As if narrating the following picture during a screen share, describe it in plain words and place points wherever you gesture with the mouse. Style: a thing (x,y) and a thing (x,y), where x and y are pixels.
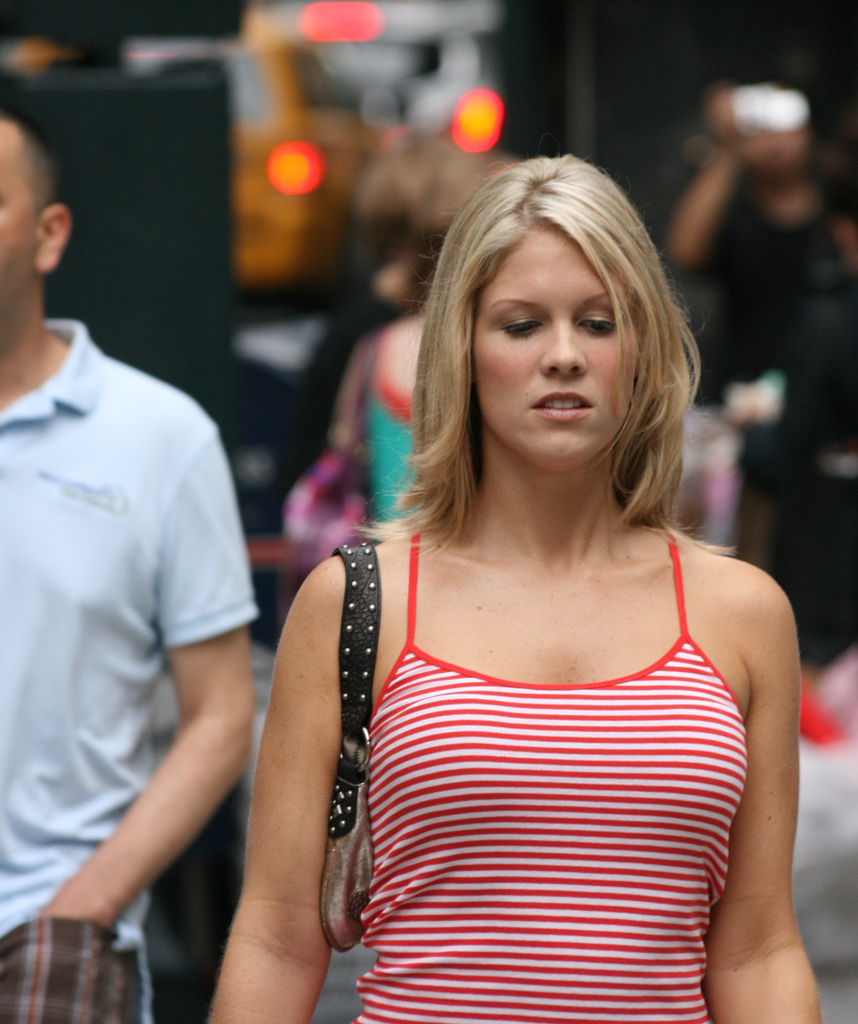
In this picture we can observe a woman (460,800) walking. She is wearing red color dress (454,751). On the left side (123,527) there is a man (74,620) wearing blue color T shirt (81,615). The background (323,138) is completely blurred.
